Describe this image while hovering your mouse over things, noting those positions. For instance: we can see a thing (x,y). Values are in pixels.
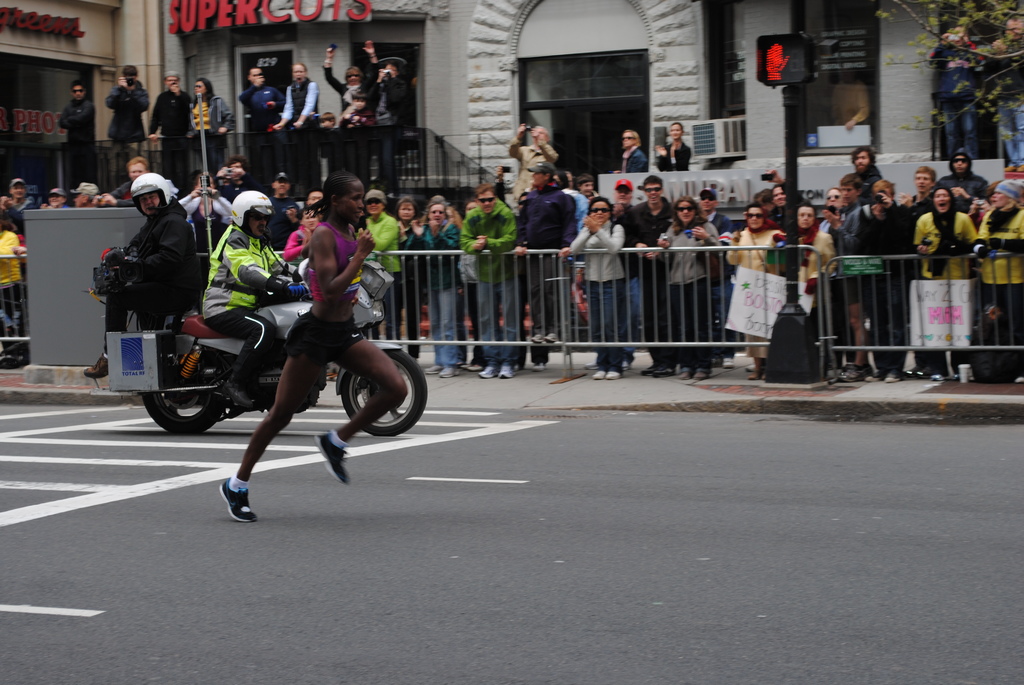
In the image there is woman (317,205) running on the road (254,582), behind the woman (318,300) there is a vehicle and there are two people (214,265) on the vehicle (291,301), in the background (556,284) there is a fence (611,288) and behind the fence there is huge crowd (575,178). Behind the crowd (393,115) there is a building (825,103) and on the right side (910,58) there is a tree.
